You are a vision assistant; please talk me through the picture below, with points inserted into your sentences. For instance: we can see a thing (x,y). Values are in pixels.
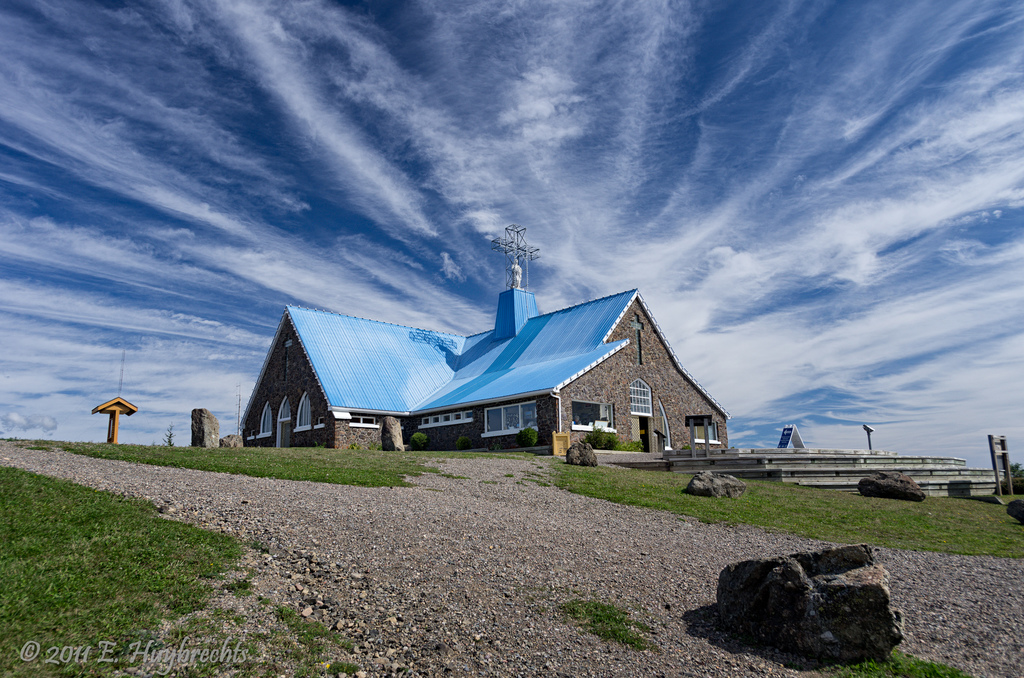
In this image I can see a building (474,380) which is brown and black in color and the roof (557,345) of it is blue in color. On the top of it I can see few metal rods (516,248) and I can see few windows (501,424) of the building (341,415). I can see the road (399,537), some grass (216,537), few rocks (901,483) and a yellow colored object (116,437). In the background (67,403) I can see the sky (248,175).
